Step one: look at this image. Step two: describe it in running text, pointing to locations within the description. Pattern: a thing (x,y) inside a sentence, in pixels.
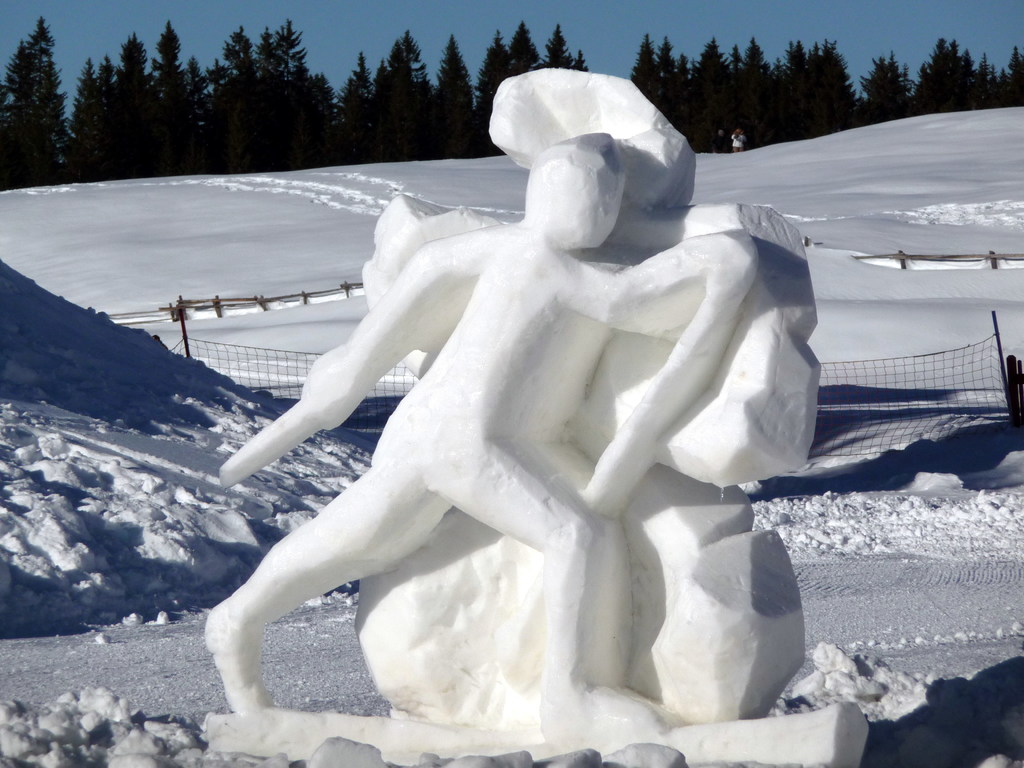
In this image there is a snow sculpture (543,610), in the background (305,612) there is snow (962,246), net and trees (786,73) and the sky (406,13).
